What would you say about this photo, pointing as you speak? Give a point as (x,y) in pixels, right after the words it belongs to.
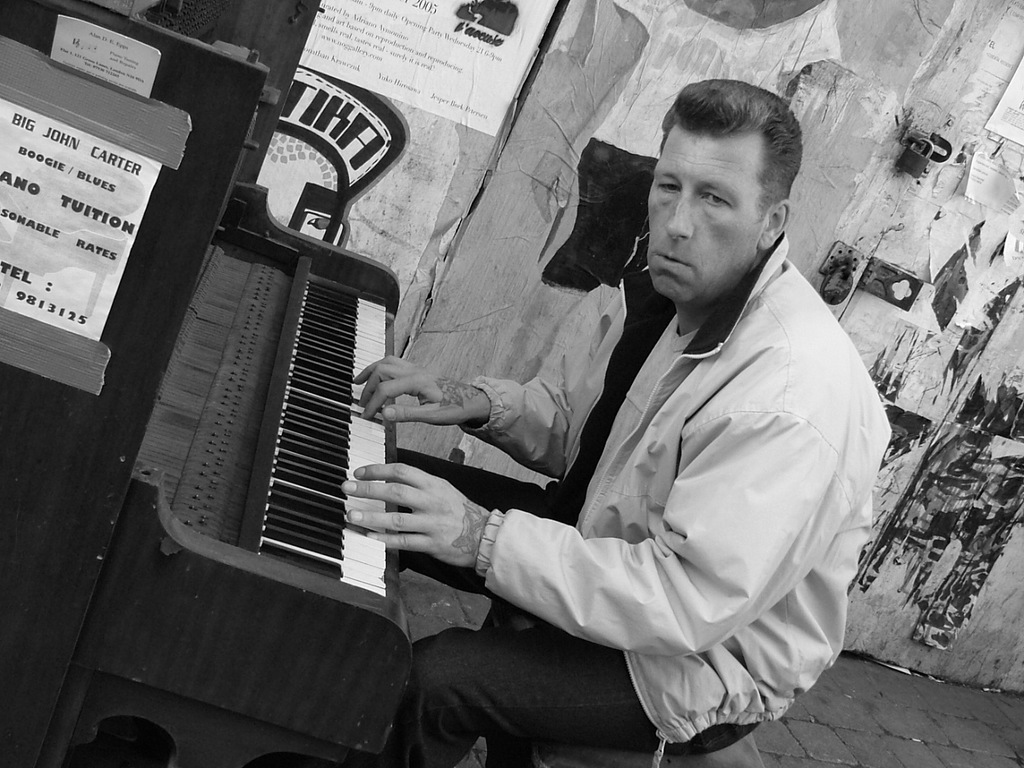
In this picture we can see a man (665,405) sitting and playing piano (293,322) in front of him and in background (410,91) we can see wall (762,75) with stickers (793,53), door (893,162), lock (943,160).
